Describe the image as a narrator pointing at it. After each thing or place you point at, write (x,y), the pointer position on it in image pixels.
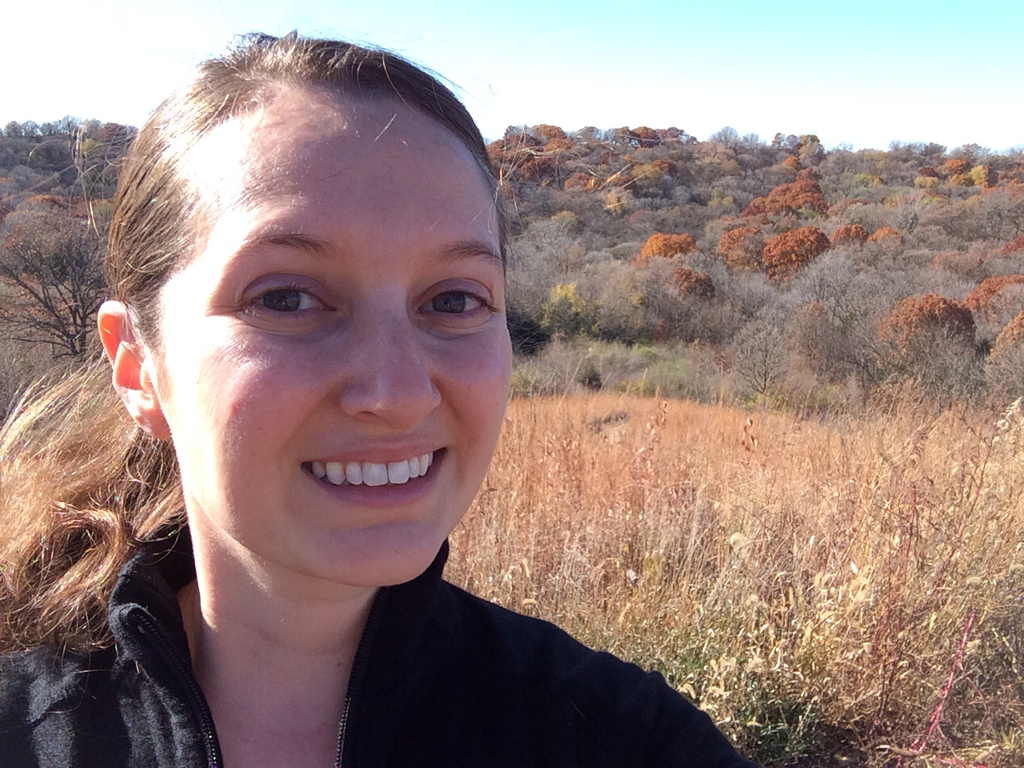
In this picture there is a woman (235,620) smiling. At the back (71,248) there are trees (609,351). At the top (642,39) there is sky (645,23). At the bottom (554,567) there are plants (790,541).
